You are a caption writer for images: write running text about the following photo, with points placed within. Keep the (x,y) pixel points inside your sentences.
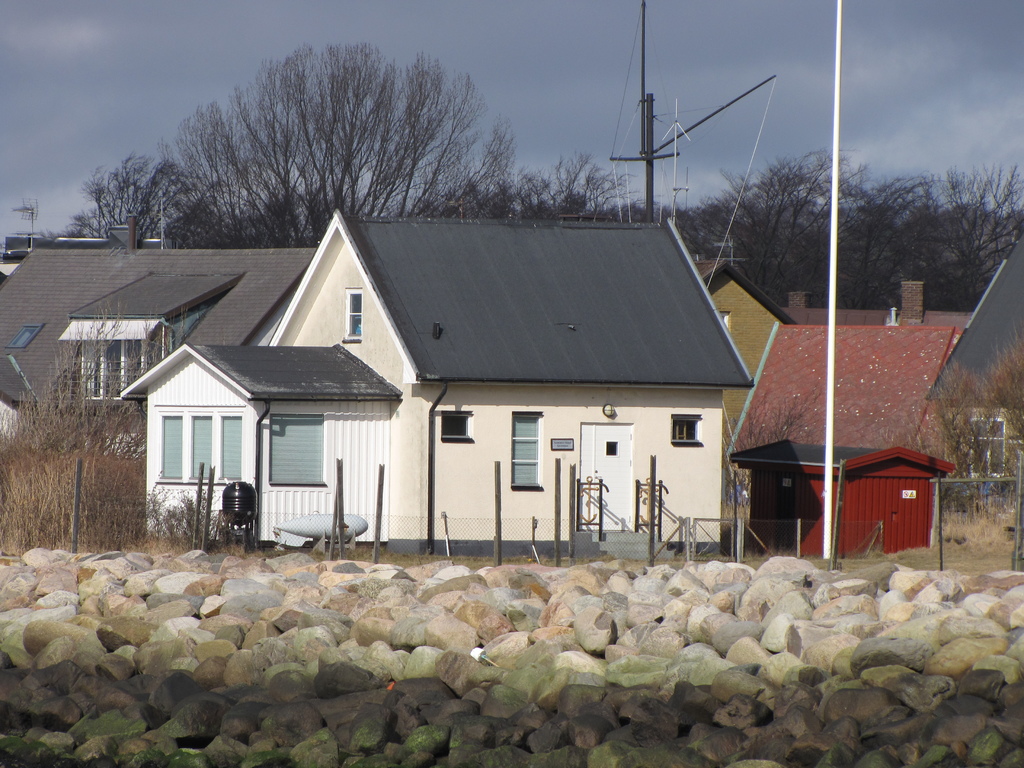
In this image we can see stones (738,630), poles (842,492), houses (398,375), trees (383,205), light poles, shed (882,486), sky (958,166) and clouds (146,104).
